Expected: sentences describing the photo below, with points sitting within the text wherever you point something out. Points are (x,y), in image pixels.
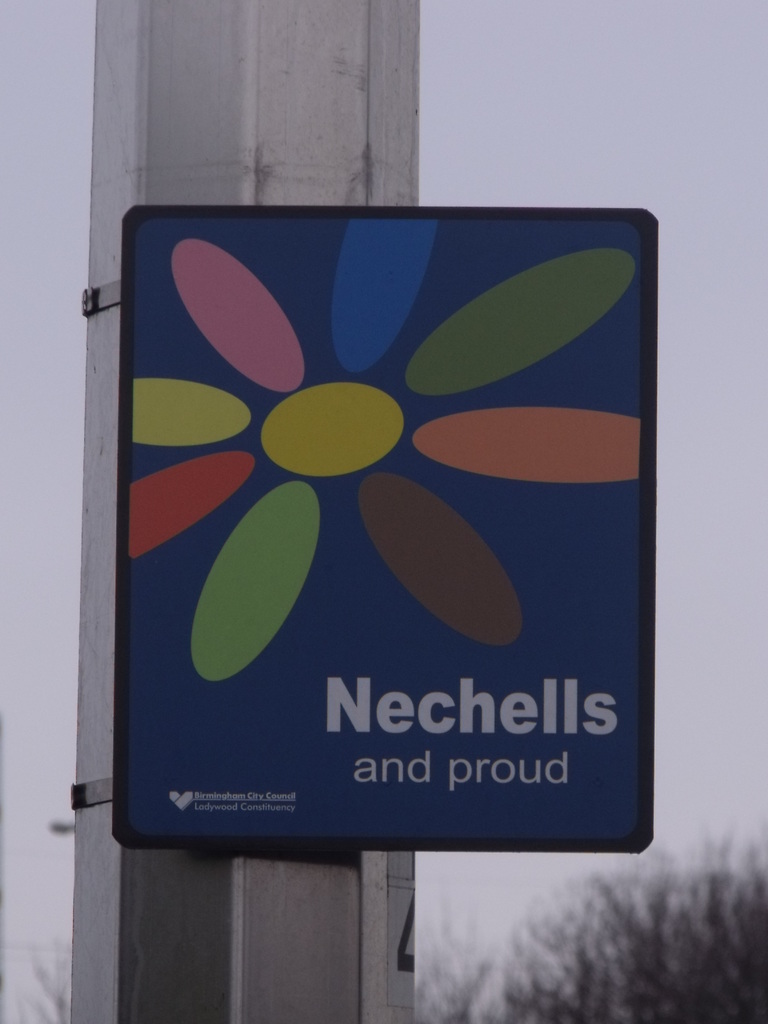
In this image there is one advertising board (305,537) is attached to the pole (249,101) as we can see in middle of this image (261,586). There is a sky (566,109) in the background (579,102) and there is one tree (624,957) in bottom right corner of this image (606,932).
